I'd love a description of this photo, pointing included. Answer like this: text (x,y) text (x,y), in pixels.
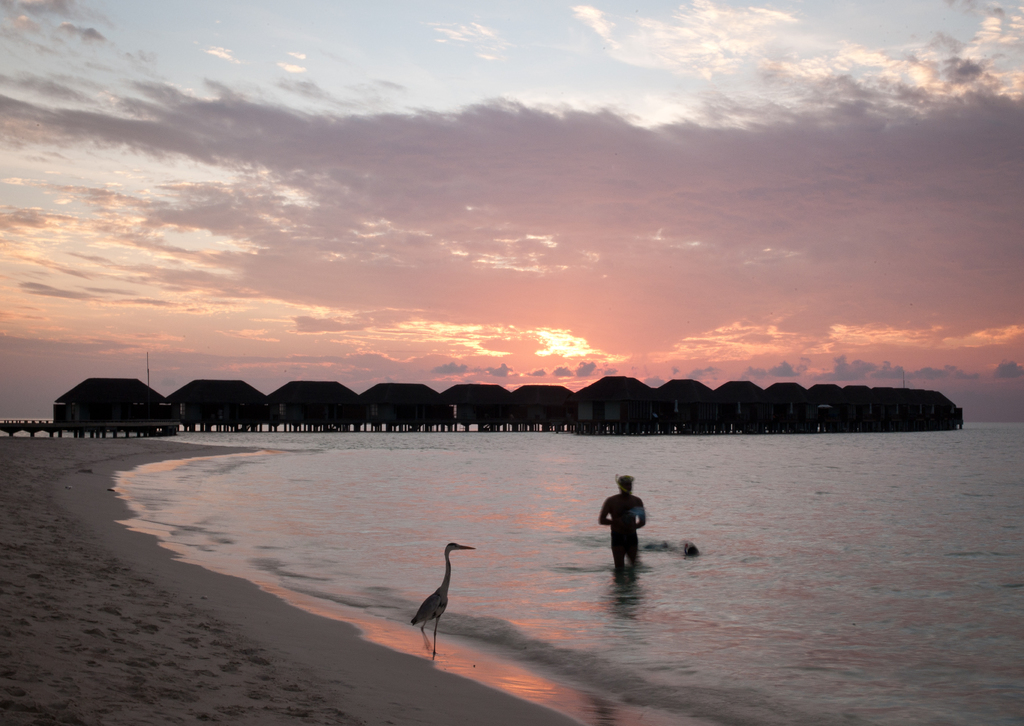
In this image there is a crane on a seashore (196,616) and there is a man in the sea (978,514), in the background (321,430) there are houses (614,430) and the sky (514,246).
